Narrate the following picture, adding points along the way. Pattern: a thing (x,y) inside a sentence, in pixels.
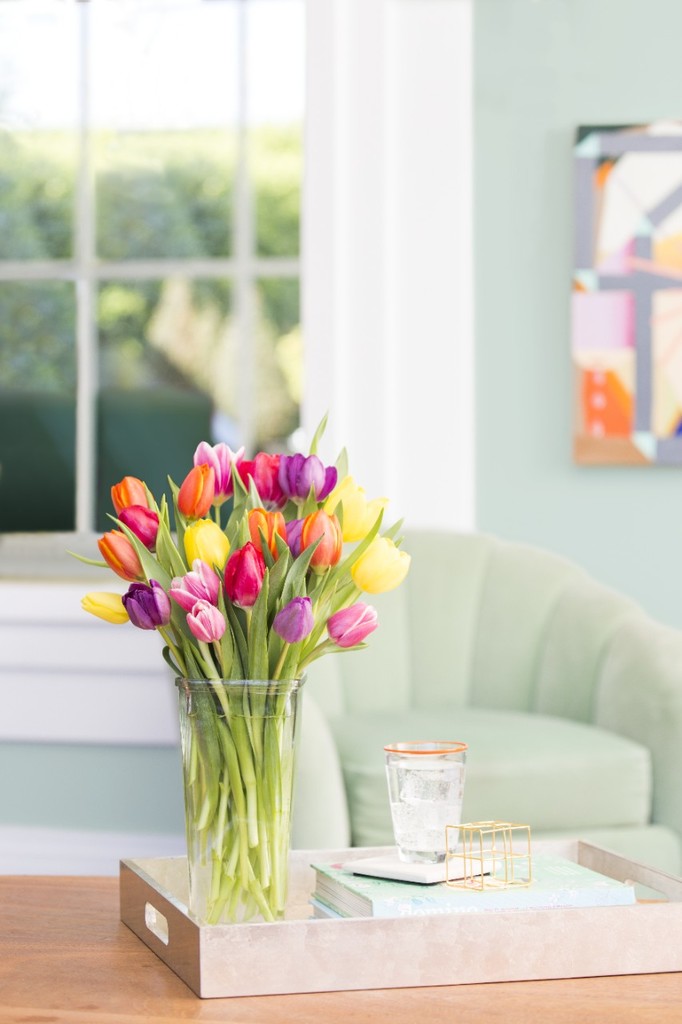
This picture is clicked inside the room (20,761) and in front of the picture we see table (93,954) on which flower pot (243,805), glass (432,798) and book (351,907) are placed. Behind that, we see a sofa (550,628) and behind that we see green wall (525,201) on which photo frame (596,284) is placed. Beside that, we see window (178,413) from which we see trees (145,242) and sky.
